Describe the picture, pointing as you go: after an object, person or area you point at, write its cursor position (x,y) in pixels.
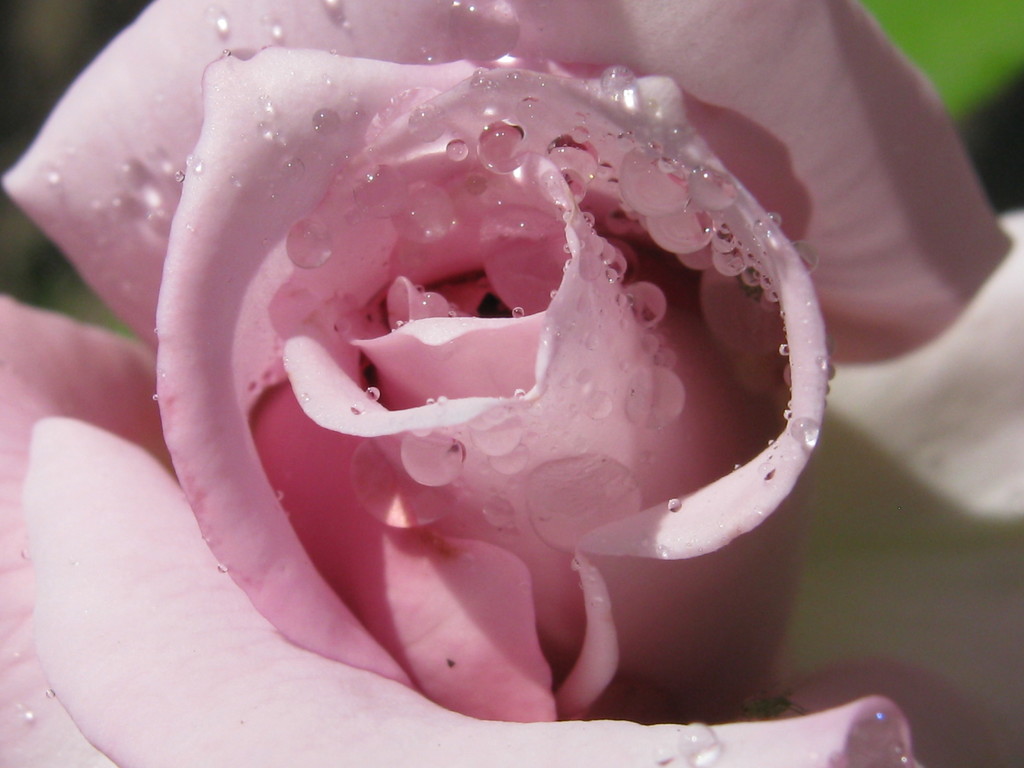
In this image I can see the flower (401,490) which is in pink color. I can see the blurred background (1006,41).
